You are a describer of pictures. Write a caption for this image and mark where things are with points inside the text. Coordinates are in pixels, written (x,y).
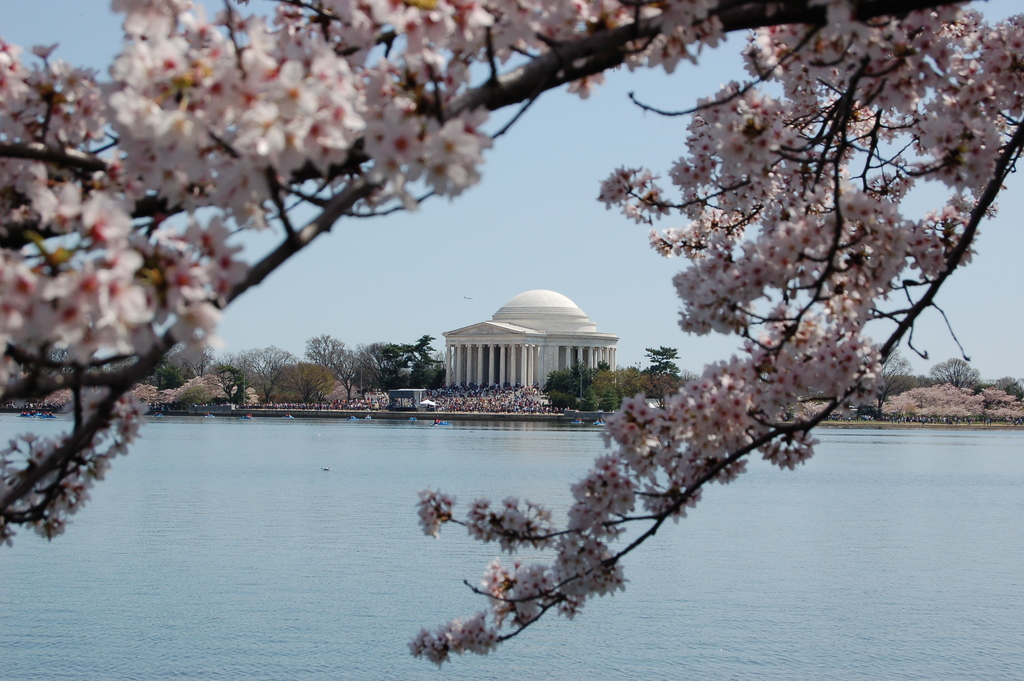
In this image in the front (730,221) there are flowers (429,124) on tree (287,222). In the center (420,421) there is water (393,528) and in the background (588,398) there are plants (573,394), there is a building (527,355) and there is a structure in front of the building (547,355) on the ground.
